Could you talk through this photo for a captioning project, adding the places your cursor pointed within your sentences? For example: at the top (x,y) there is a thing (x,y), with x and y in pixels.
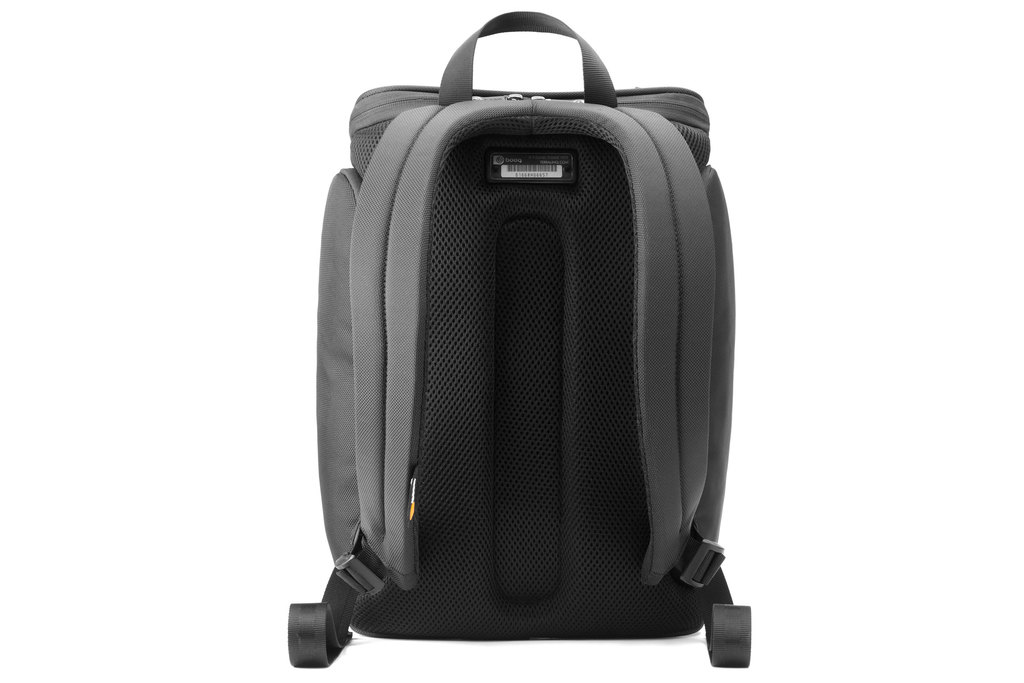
In this Image I see a bag (404,151) which is of grey and black in color.
